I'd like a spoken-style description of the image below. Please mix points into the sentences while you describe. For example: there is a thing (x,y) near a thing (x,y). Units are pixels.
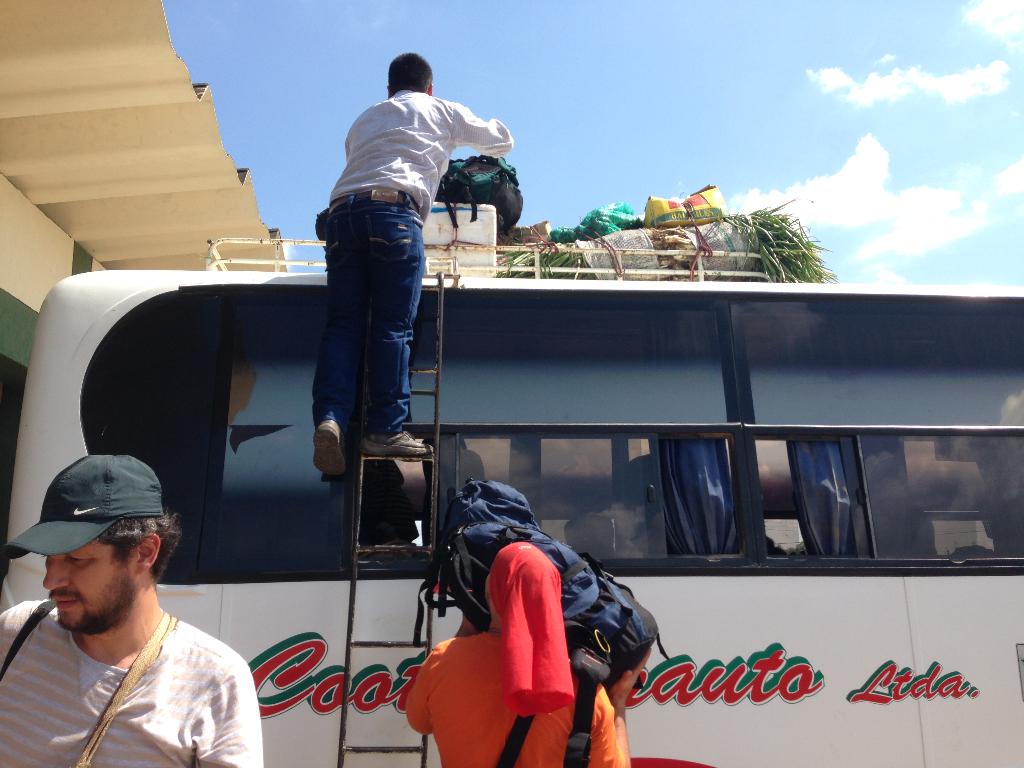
In this picture, there is a bus (657,411) and a person (396,392) climbing the bus (799,436) with a ladder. He is placing a bag (515,203) on the top of the bus (679,301). At the bottom (153,697), there is a man (112,474) and woman (478,667). Woman (531,687) is carrying a bag (626,636). On the top (573,68), there is a sky (880,103) with clouds (871,138).
